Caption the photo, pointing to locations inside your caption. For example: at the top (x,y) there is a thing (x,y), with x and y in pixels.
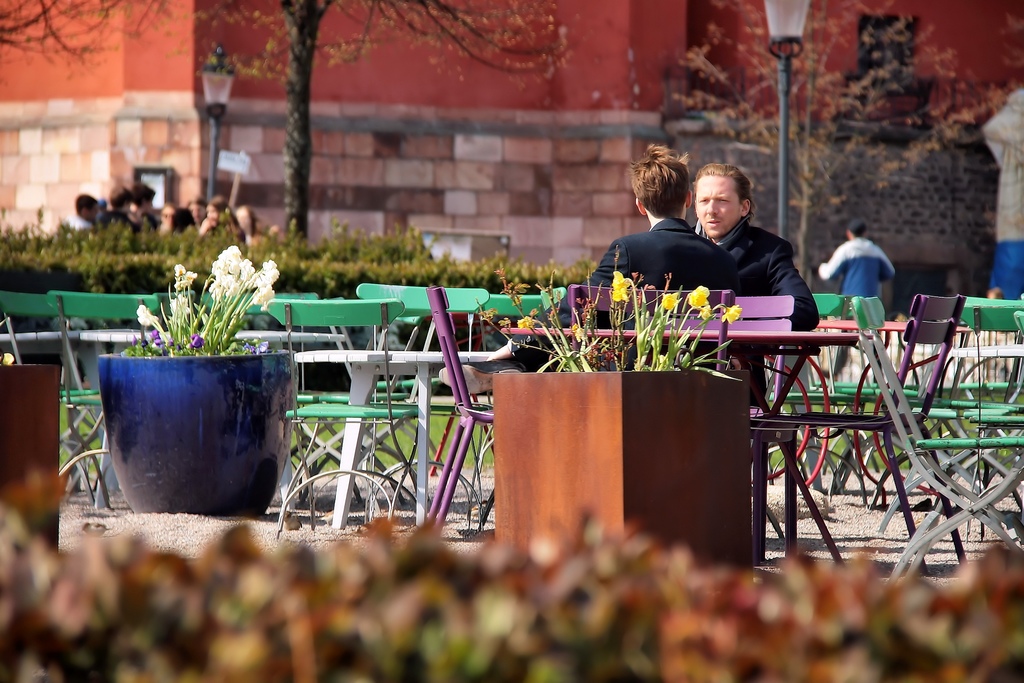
In this image I can see two men (656,151) are sitting on chairs (752,312). I can also see few more chairs (360,295), tables (802,337) and plants (345,264). In the background (142,205) I can see few more people (139,222), street lights (211,179), a building (623,123) and trees (760,60).
